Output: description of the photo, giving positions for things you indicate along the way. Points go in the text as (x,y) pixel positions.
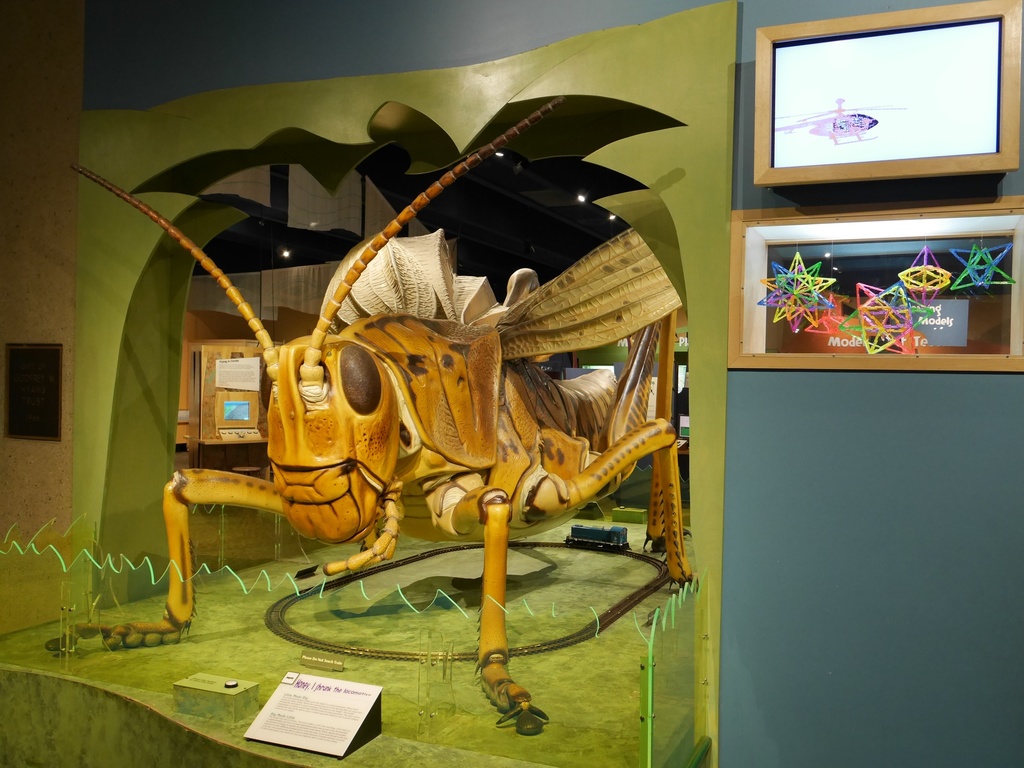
In this image, I can see a sculpture (534,498) of an insect (540,487). I can see a toy train (575,533) on a train track (580,637) and there is a board (350,686) under the sculpture (531,476). On the left (31,388) and right side of the image (872,36), there are photo frames (880,111) attached to the walls (753,131). Behind the sculpture (341,300), there are lights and objects (218,377).
